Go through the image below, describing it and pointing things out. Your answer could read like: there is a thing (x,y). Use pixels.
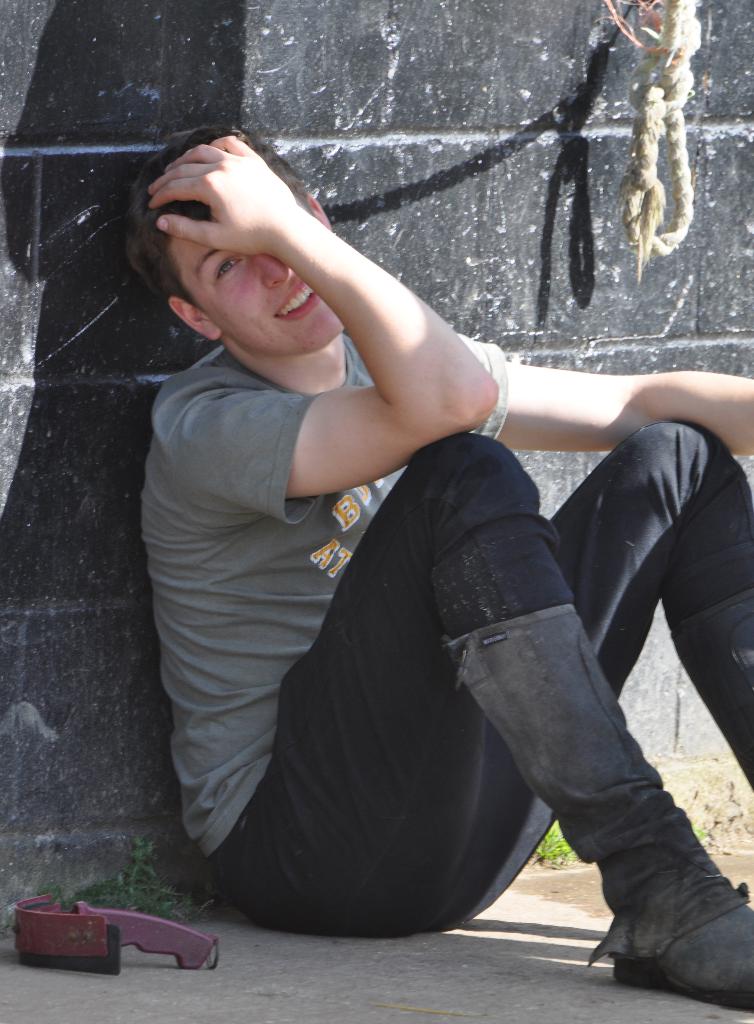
In this image in center (339,654) there is a man (343,598) sitting and smiling. On the top right (665,91) there is a rope (654,129) hanging and on the ground (135,953) there is an object (90,949) which is pink in colour and there is a wall (94,403) in the background (116,351) which is black in colour.
